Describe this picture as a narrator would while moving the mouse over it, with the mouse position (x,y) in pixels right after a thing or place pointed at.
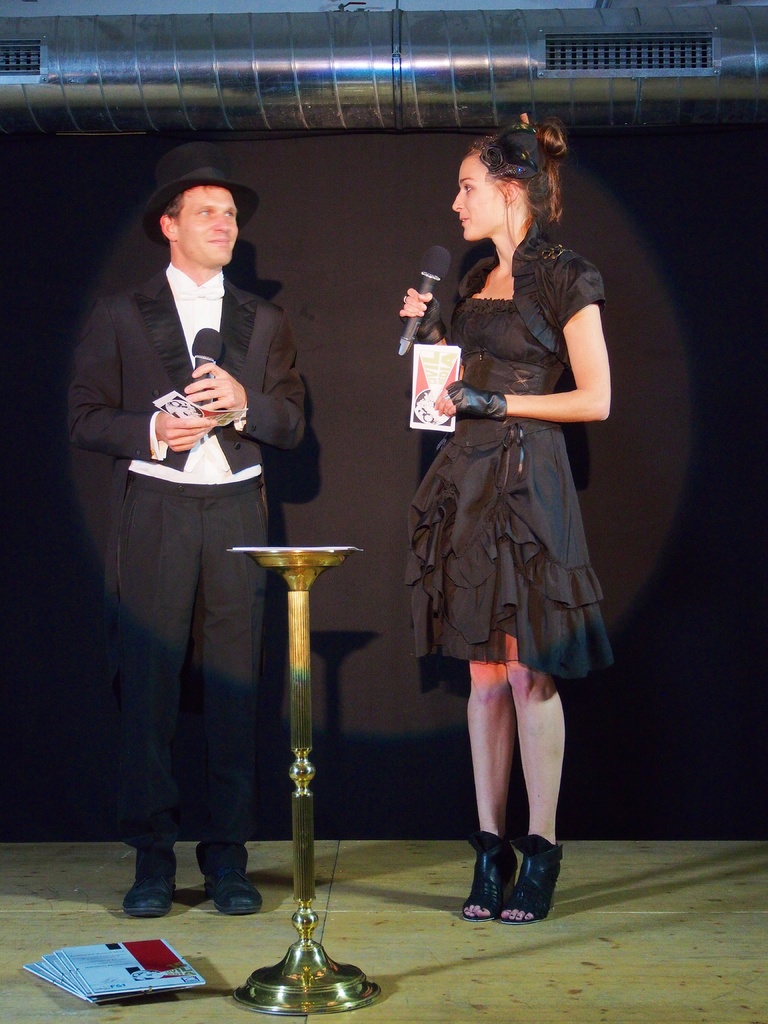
This picture is of inside. In the center (502,409) there is a woman (517,289) wearing black color dress (495,504), holding a microphone (432,292) and standing and there is a man (168,285) wearing black color suit (256,343), holding a microphone (197,341) and a paper (177,402), smiling and standing. In the foreground (554,978) we can see a stand (303,948) placed on the ground (468,1014) and some books (131,983) placed on the ground (185,993). On the top (387,11) we can see a duct (505,60) of an air conditioner (620,60) and in the background (711,157) we can see a curtain (689,354) which is in black color.
